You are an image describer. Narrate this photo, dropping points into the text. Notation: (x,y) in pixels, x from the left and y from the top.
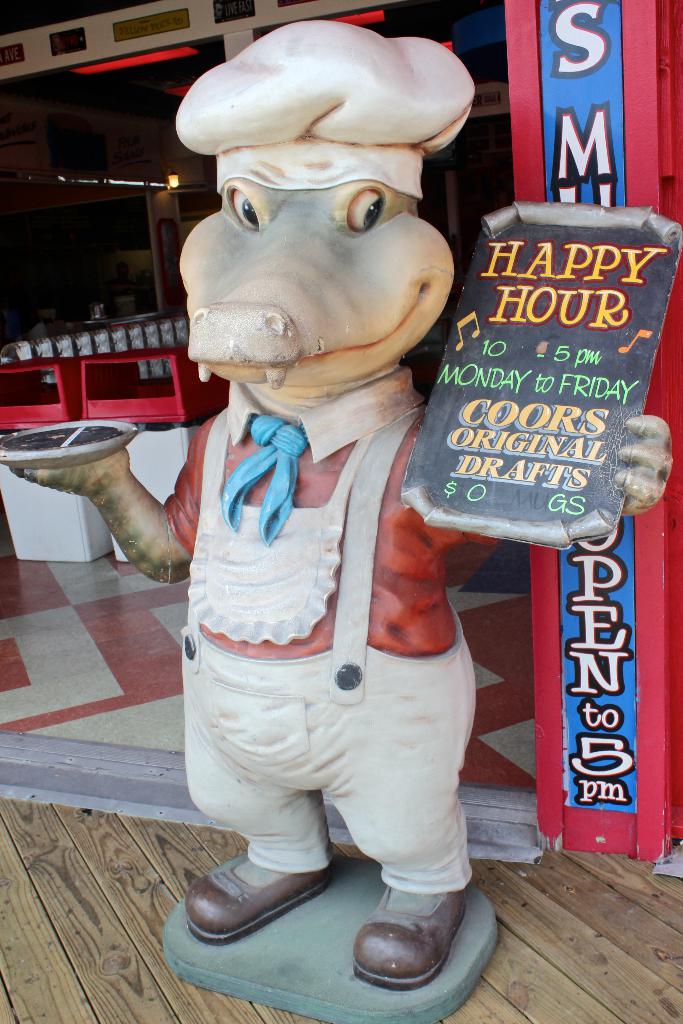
In this picture I can see there is a toy (295,653) of a crocodile (313,669) and it is wearing a apron (238,612), hat (272,158), holding a board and a plate (23,435). In the backdrop (593,114) there are few chairs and a banner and table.
